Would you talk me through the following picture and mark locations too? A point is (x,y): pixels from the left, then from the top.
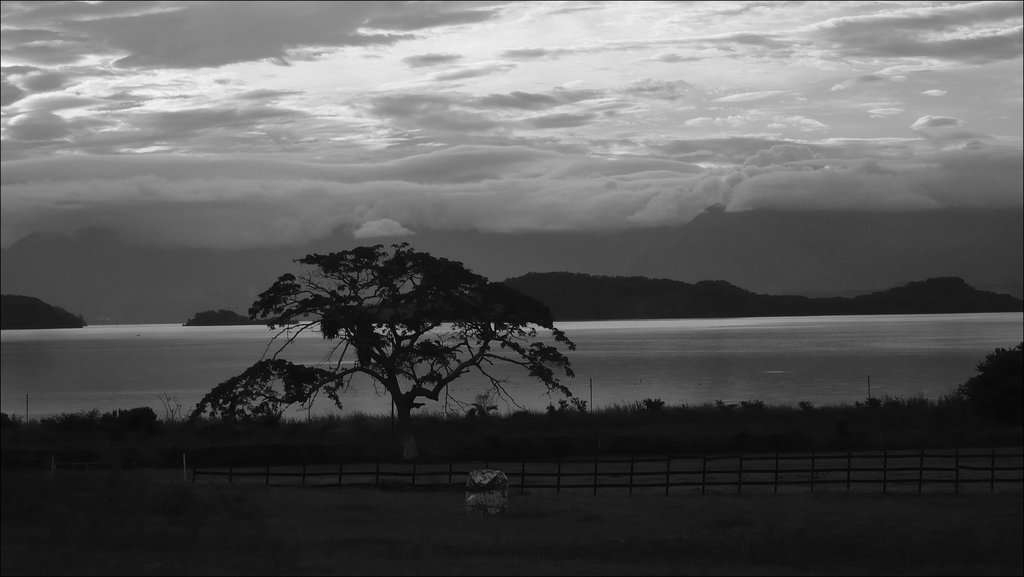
In this picture there are trees (963,406), plants (636,447) and there is a railing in the foreground (133,445) and there is an object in the foreground (493,497). At the back (831,310) there are mountains (572,310). At the top (381,99) there is sky (406,95) and there are clouds (501,132). At the bottom (688,394) there is water (804,381) and there is grass (567,543).
